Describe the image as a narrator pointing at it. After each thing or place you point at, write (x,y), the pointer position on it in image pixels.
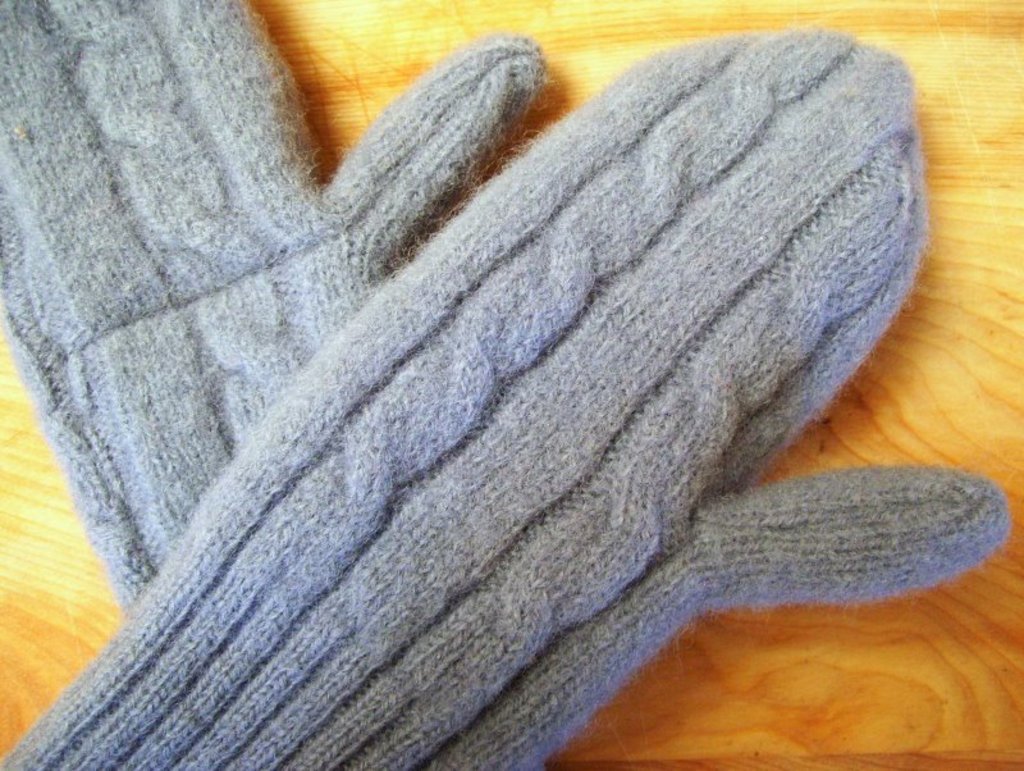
In this image we can see two hand gloves (544,308) placed on the surface (37,664).
